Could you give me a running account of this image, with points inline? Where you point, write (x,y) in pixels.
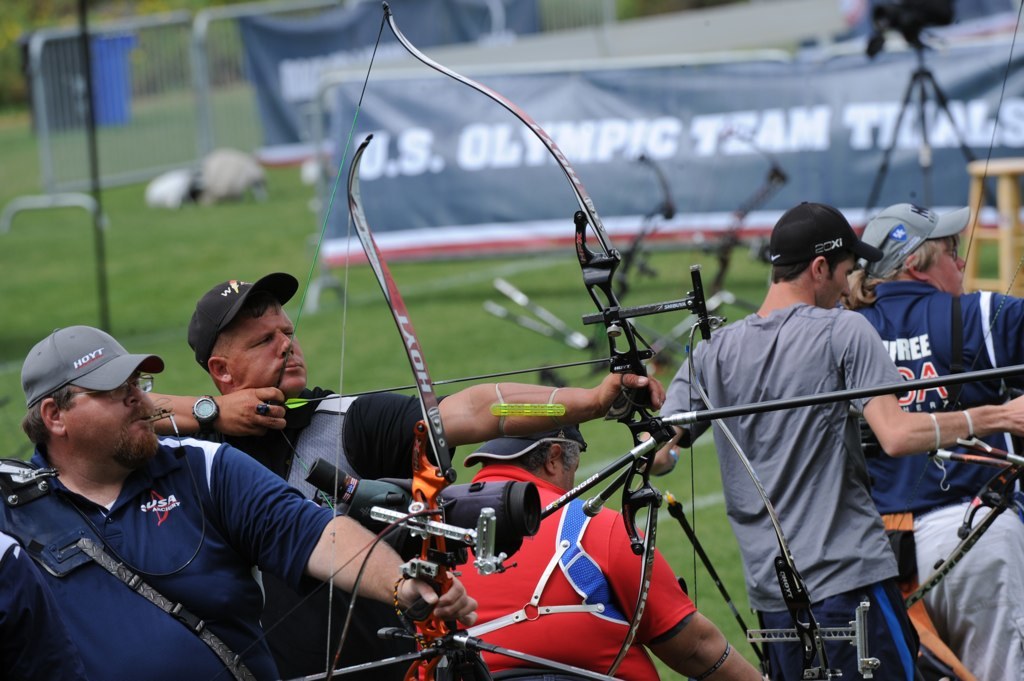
In this picture I can see group of people (721,347) holding bows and arrows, there is a camera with a tripod stand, there is a stool (1001,187), there are banners (441,215), barriers (573,7) and there is grass (245,269).
